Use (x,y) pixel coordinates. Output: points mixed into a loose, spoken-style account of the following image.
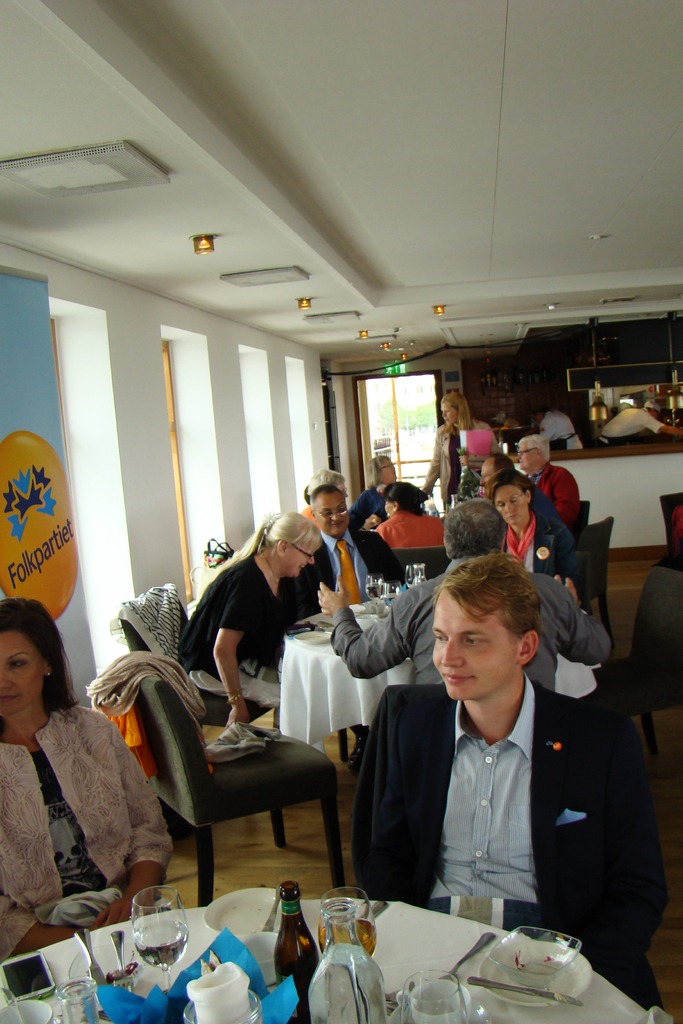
This picture is clicked inside a restaurant (463,235). There are many people (433,774) sitting on chairs (187,718) at the tables (318,689). On the table (422,917) there are bottles (340,958), glasses (161,958), mobile phone (28,965), plates (550,1002) and spoons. There are lights (202,241) to the ceiling (312,301). In the background (452,367) there is wall (309,400) and glass door (424,400).
